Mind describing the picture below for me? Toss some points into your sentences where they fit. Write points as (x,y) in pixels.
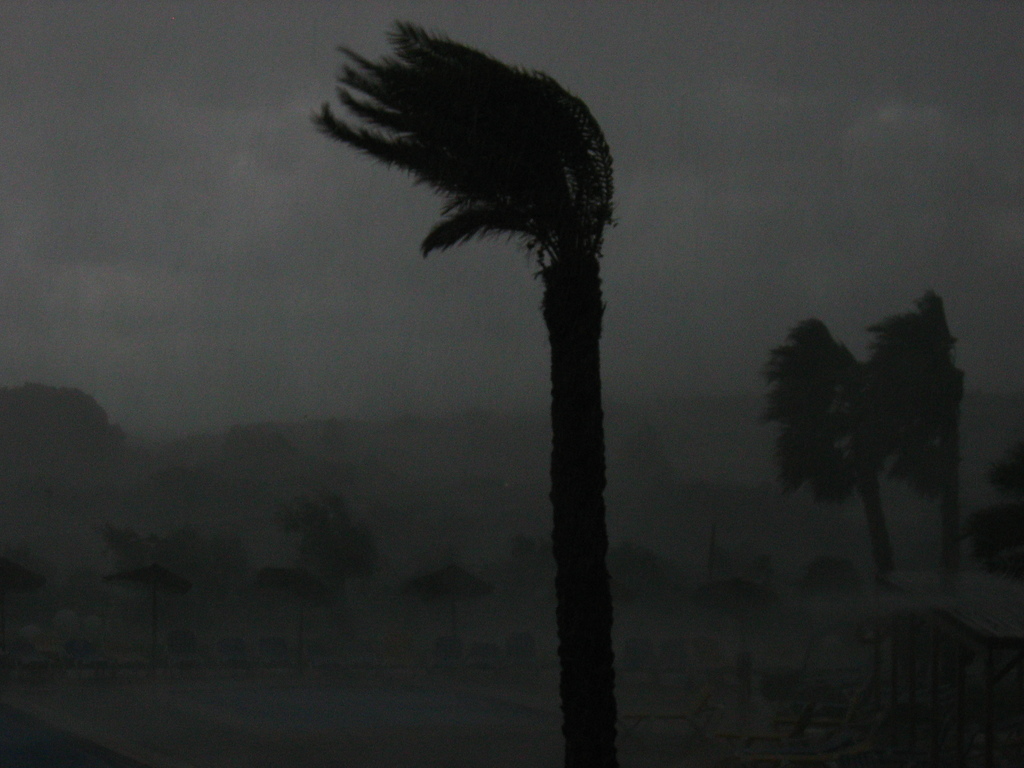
In this image we can see a swimming pool (419,708), some chairs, umbrellas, a roof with some poles (962,666), a group of trees (590,536) and the sky (453,258) which looks cloudy.
